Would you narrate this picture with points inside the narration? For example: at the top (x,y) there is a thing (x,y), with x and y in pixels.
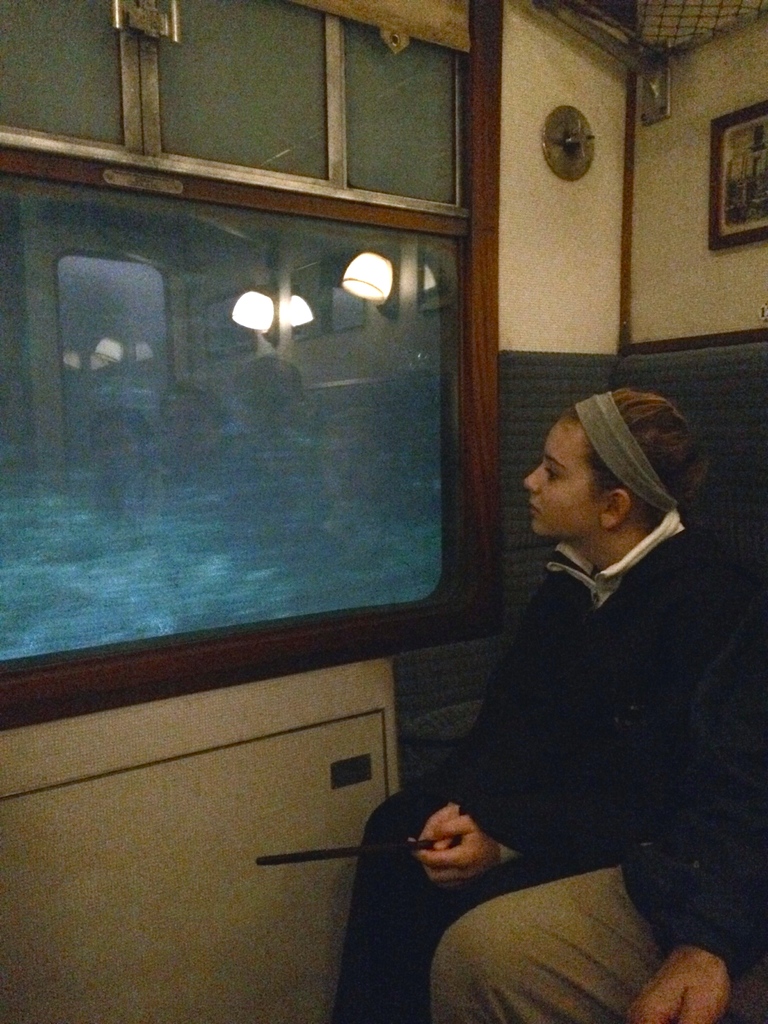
In this picture we can see two persons (590,783) are seated, beside to them we can find few windows (309,251), in the background (747,207) we can find a wall frame (719,212) on the wall (676,197).
